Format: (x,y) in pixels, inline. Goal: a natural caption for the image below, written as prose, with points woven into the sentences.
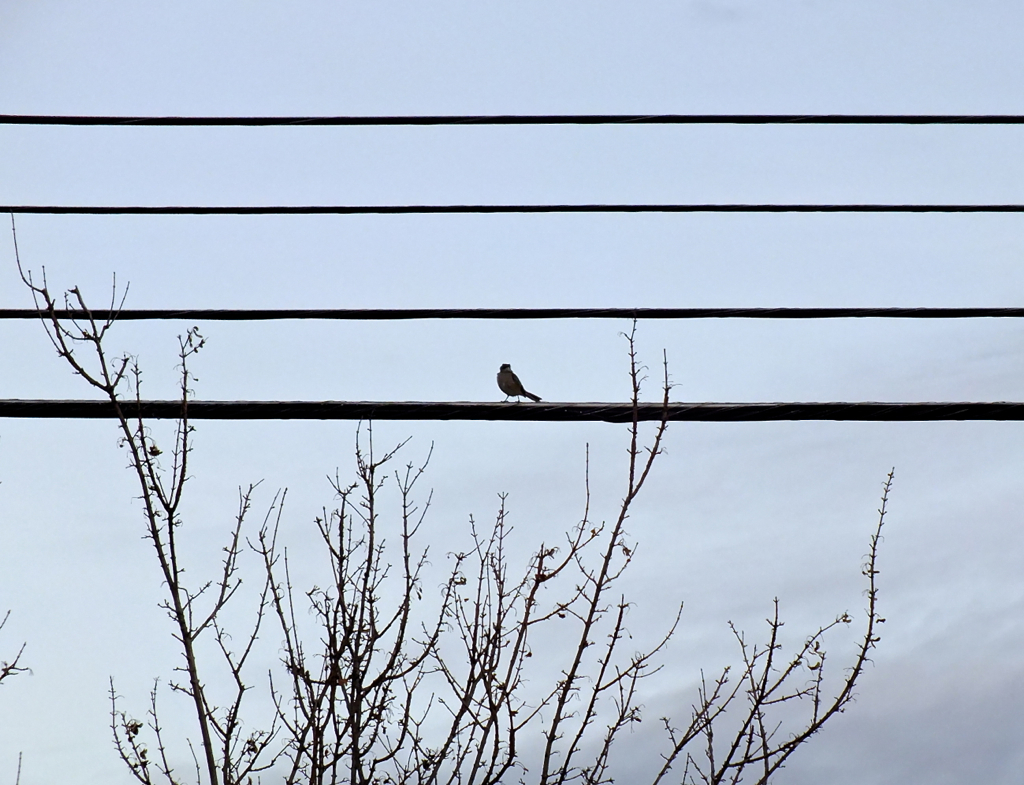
In this image, we can see wires (374,412) and there is a bird (506,364) on one of the wire (481,404). At the bottom (265,556), there are trees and in the background (757,442), there is sky (771,500).
